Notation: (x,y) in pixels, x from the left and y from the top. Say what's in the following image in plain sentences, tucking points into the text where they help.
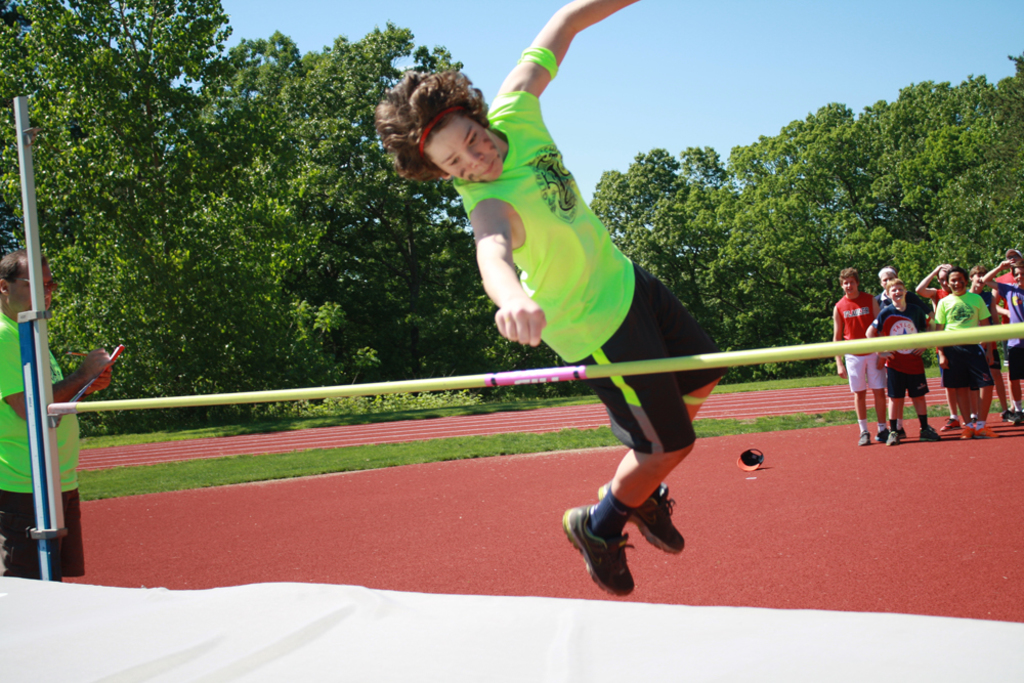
In this picture, we see a boy (453,92) is jumping. In front of him, we see a pole (688,366). At the bottom (490,650), it is white in color. On the left side (14,273), we see a man (16,444) is standing and he is holding a pen (85,355) and a book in his hands (104,368). On the right side (841,319), we see the boys (935,270) are standing. In the middle (448,446), we see the grass (505,441). There are trees (281,183) in the background (281,183). At the top (911,44), we see the sky (856,60).
